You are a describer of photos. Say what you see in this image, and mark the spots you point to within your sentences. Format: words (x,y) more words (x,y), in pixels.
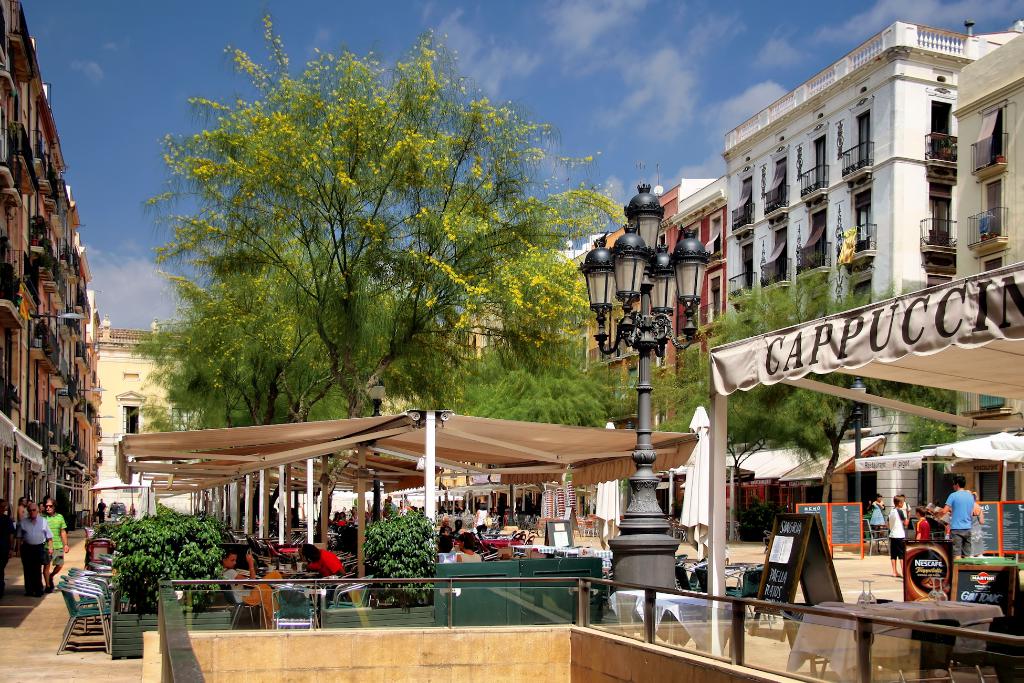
In this image we can see a few people (237,589) are sitting on the chairs (297,603) near the tables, here we can see plants (148,547), tents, light poles (658,507), boards (1015,539), buildings (29,341), trees (188,407) and the blue color sky (225,11) with clouds (753,96) in the background (752,49).
